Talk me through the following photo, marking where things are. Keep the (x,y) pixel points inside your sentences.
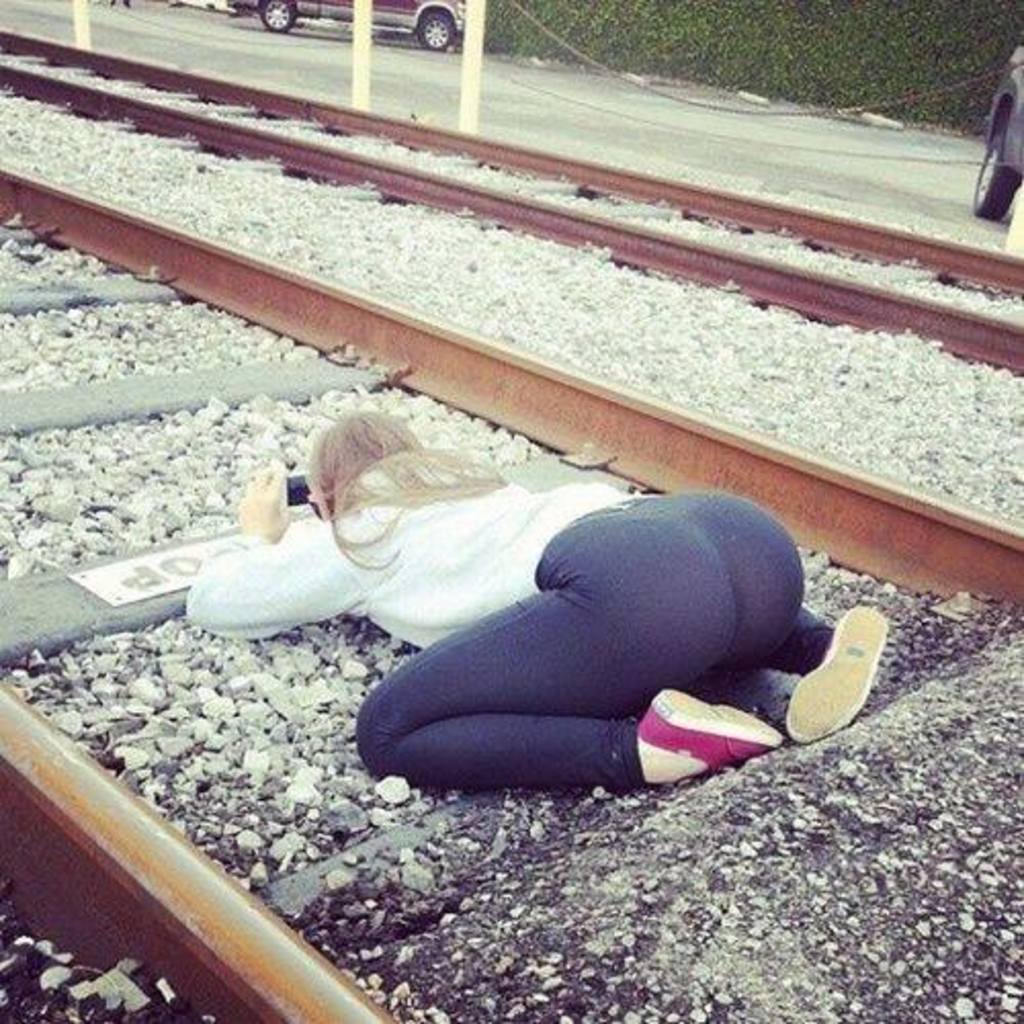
In this picture there is a woman (531,730) sitting on the railway track (158,551) and holding the device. At the back (552,144) there are vehicles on the road (295,65) and there are poles (80,3). At the bottom (95,710) there are railway tracks (594,445) and stones (95,710).
